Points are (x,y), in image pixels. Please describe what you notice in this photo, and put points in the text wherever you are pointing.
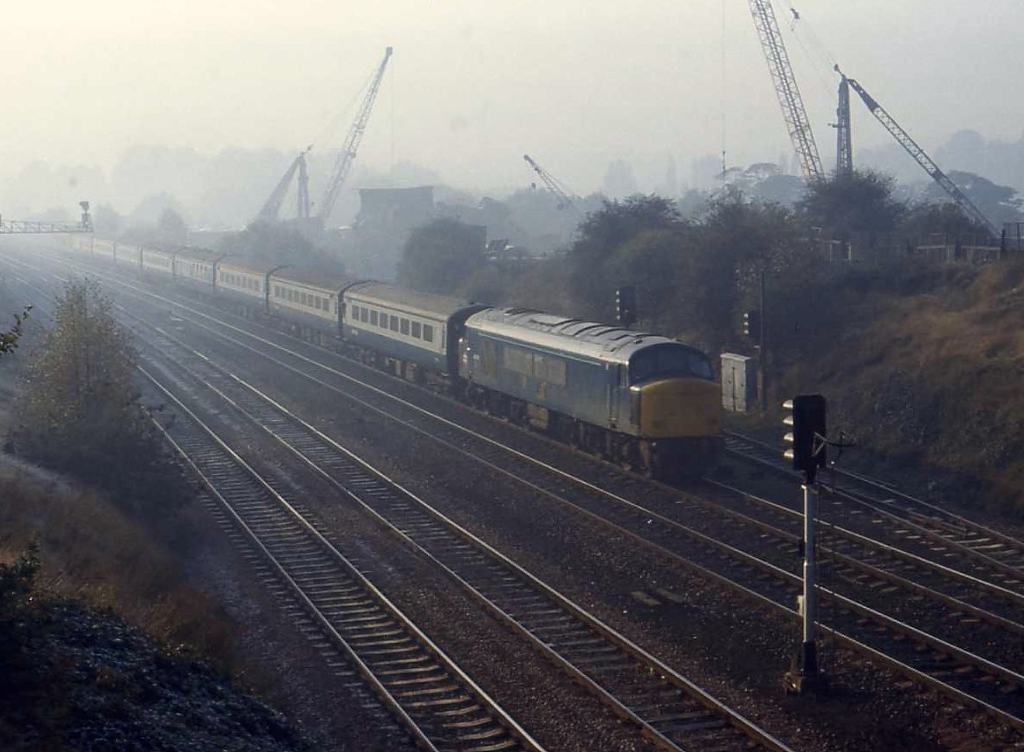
In this image I can see a pole (814,658) with traffic signal (796,425), few railway tracks (469,531) and a train (491,383) on the track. I can see few trees (111,445) on both sides of the tracks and in the background (629,309) I can see few other traffic signals (619,301), few trees (802,218), few cranes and the sky (395,68).
